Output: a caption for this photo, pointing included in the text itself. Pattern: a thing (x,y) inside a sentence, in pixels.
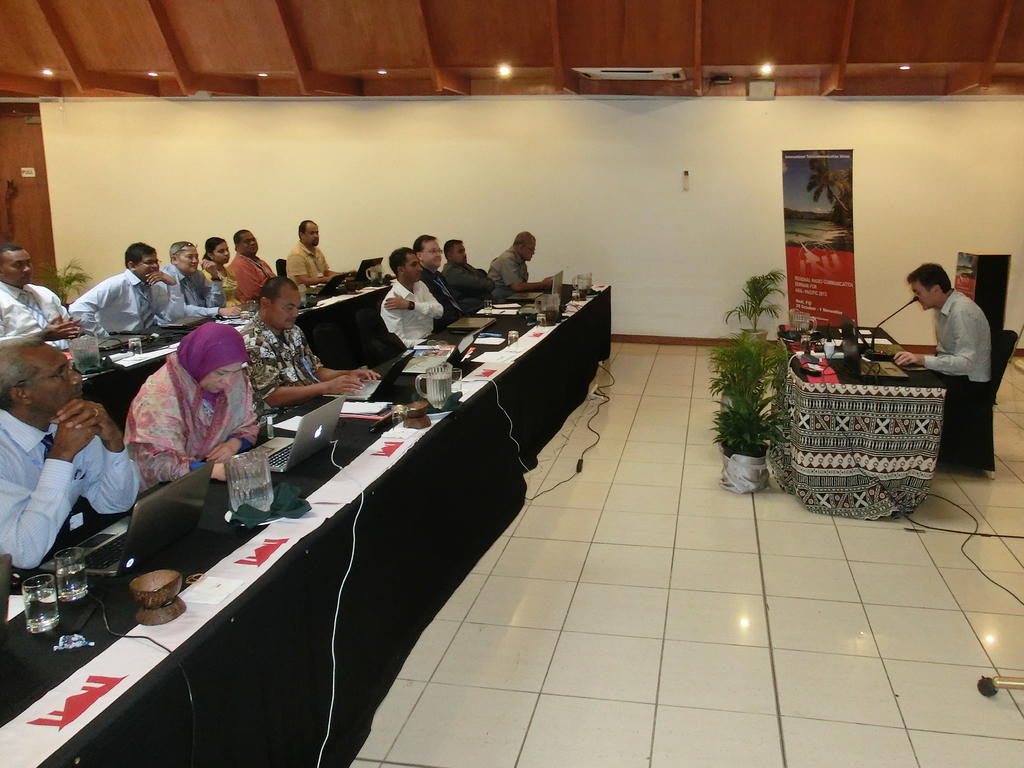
In this image we can see these people (6,388) are sitting near the tables (206,543) where glasses (37,611) with water (36,598), jars (551,304), laptops (96,563) and few more things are kept on it. Here we can see flower pots (742,417), a person (970,346) sitting on a chair (1004,364), table (863,400) where we can see mic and few more things (884,370) kept. Here we can see wires (934,529), banner (808,290), wall (581,220) and the wooden ceiling (347,37) with lights (905,68) in the background (360,89).
